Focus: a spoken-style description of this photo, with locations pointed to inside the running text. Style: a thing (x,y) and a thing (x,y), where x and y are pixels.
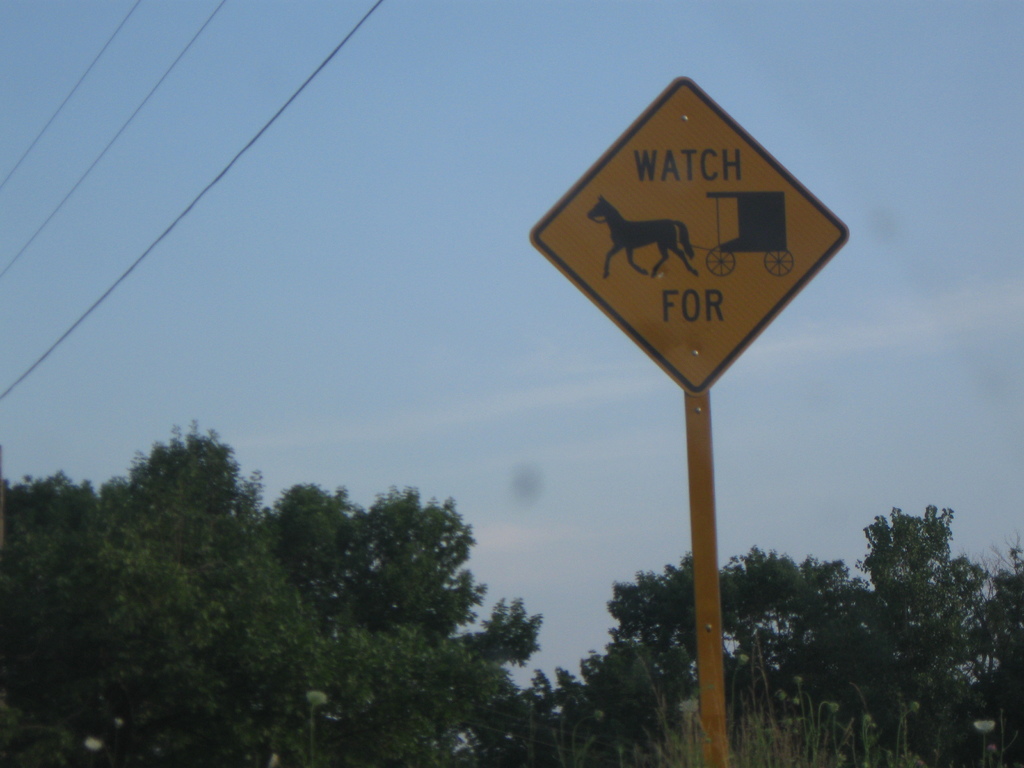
In this image I can see a pole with a sign board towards the right hand side of the image (711,662). At the bottom of the image (468,600) I can see the trees (607,662). At the top of the image (408,169) I can see the sky (408,190). In the top left corner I can see some wires (174,219).
